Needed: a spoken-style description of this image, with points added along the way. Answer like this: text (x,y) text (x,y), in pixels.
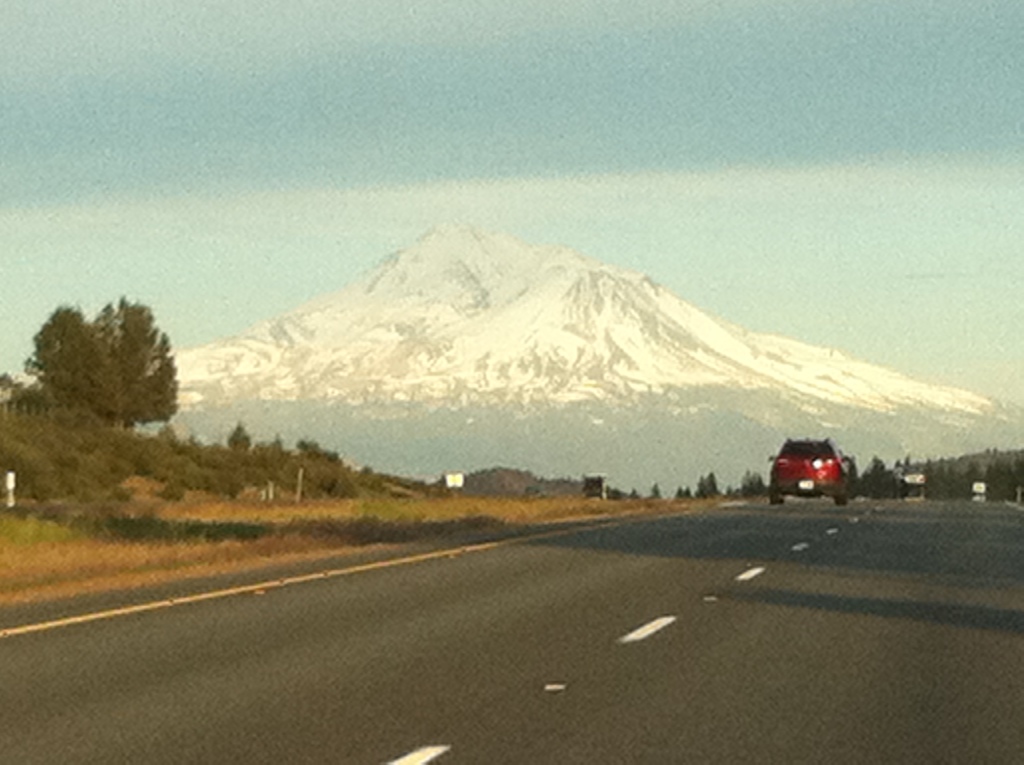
In this image we can see a car (775,486) on the road (457,661). On the left (144,455) there are trees (61,410). In the background (369,408) there are hills (546,313) and sky (593,202).
